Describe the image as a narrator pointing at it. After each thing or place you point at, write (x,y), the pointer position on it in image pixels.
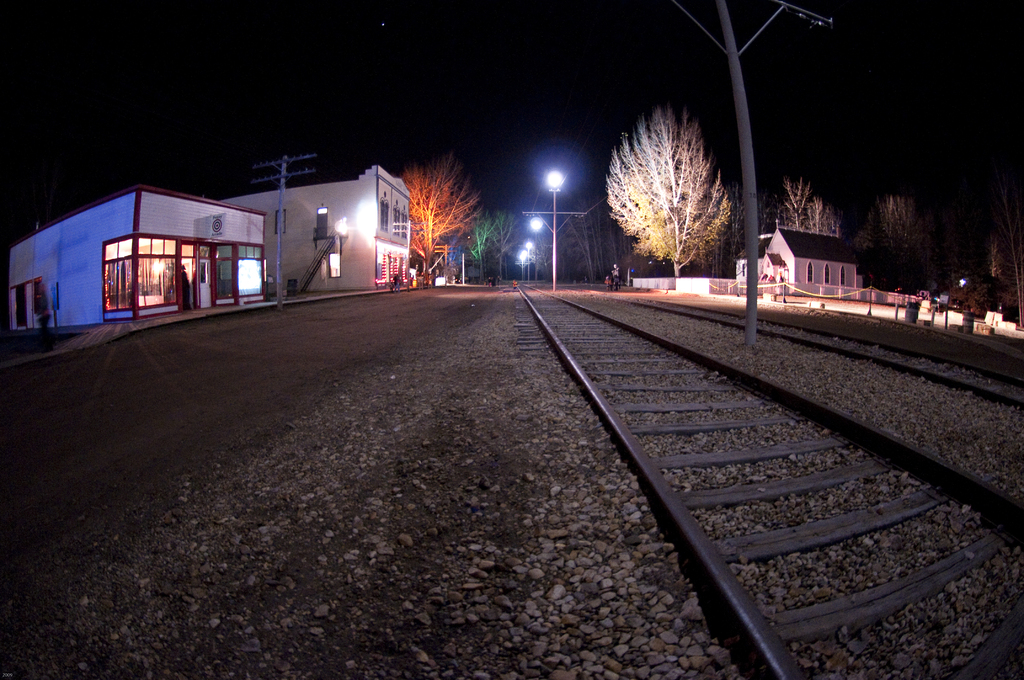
In this image, we can see some trees (446,226) and buildings (364,240). There are street poles (748,324) in between tracks (768,324). There is a shelter house (813,272) on the right side of the image (845,256). There is an another pole (281,221) in front of the building (290,234). There is a sky (458,77) at the top of the image (497,41).
